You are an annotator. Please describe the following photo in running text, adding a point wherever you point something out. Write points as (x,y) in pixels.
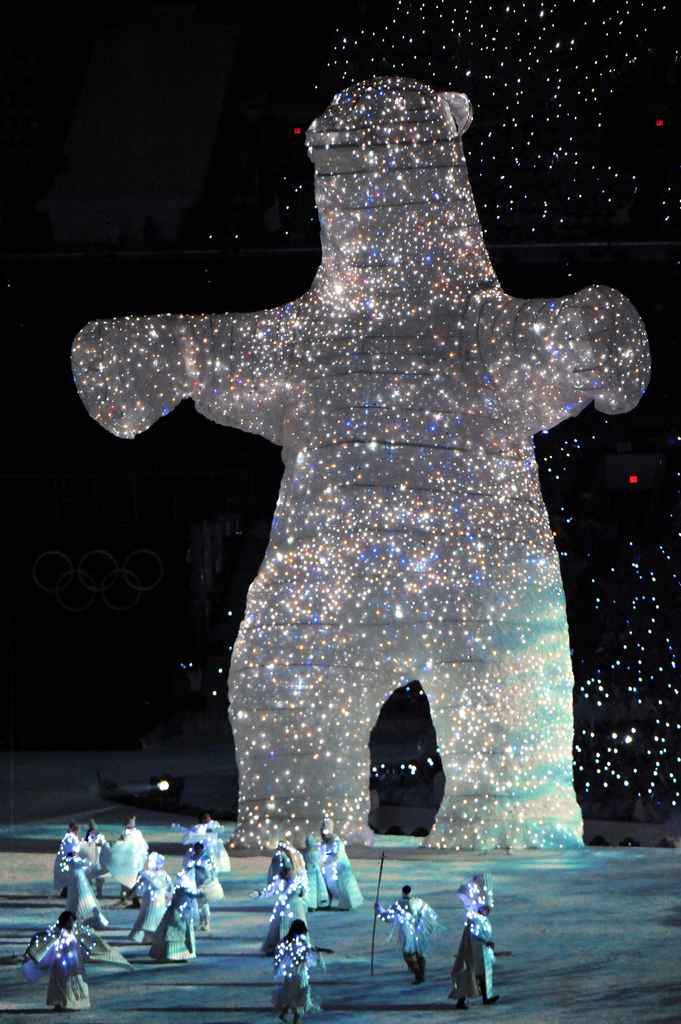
At the bottom of the image (307,898) on the ground (445,856) there are few people (286,923) standing and they are decorated with lights (73,958). Behind them there is a polar bear (521,398) made with some material (427,639) and decorated with lights (462,253). There is a black color background with lights (662,702).
